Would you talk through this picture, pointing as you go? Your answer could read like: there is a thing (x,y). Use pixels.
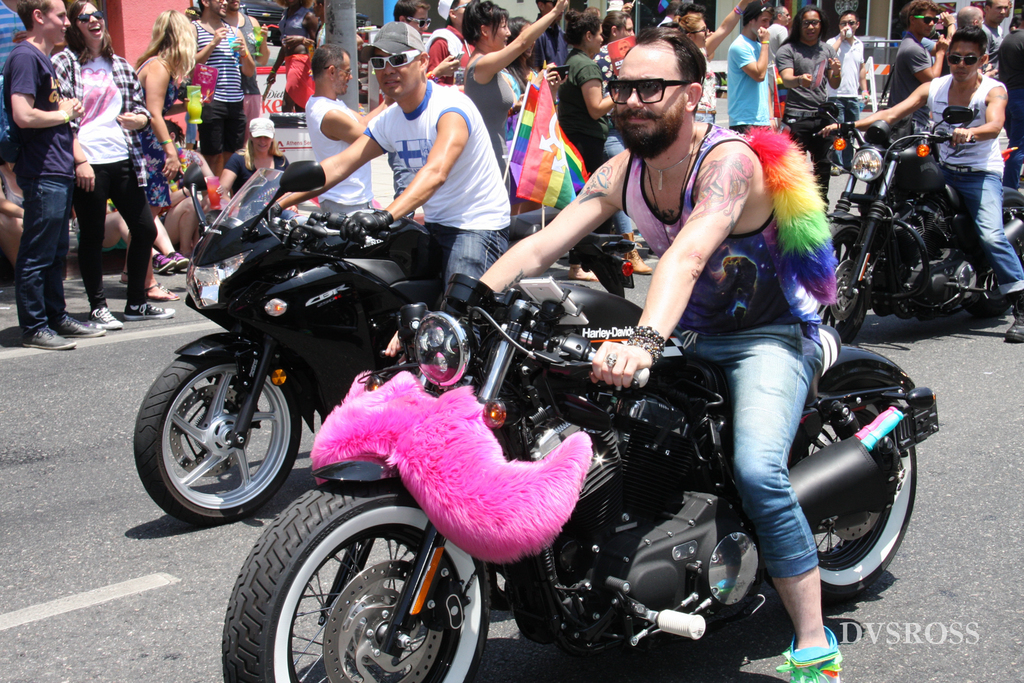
Here, we see three people (743,257) riding motorbikes (941,271) on road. The one with white t-shirt (415,144) and blue jeans (441,226) is wearing spectacles (394,59). We can see many people (231,74) behind them who are encouraging them. Here, the girl (111,117) with white t-shirt (100,102) wearing goggles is laughing. The one next to a flag (537,92) is encouraging them.
